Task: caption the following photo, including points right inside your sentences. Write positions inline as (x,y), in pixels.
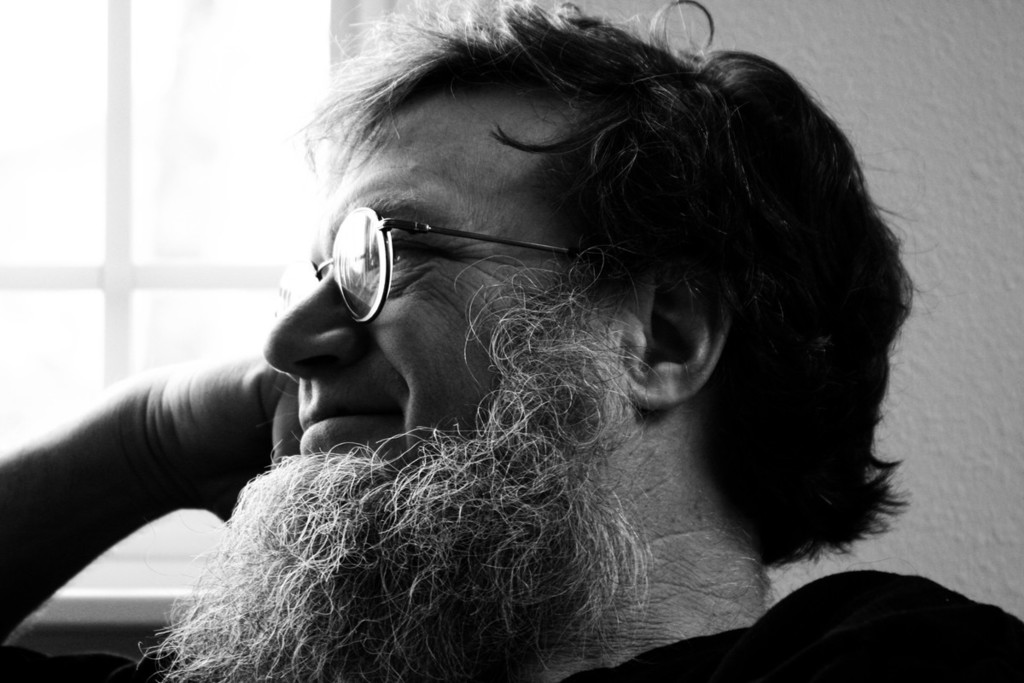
This is a black and white image. In this image we can see a man (473,463). On the backside (201,322) we can see a wall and a window (159,283).
